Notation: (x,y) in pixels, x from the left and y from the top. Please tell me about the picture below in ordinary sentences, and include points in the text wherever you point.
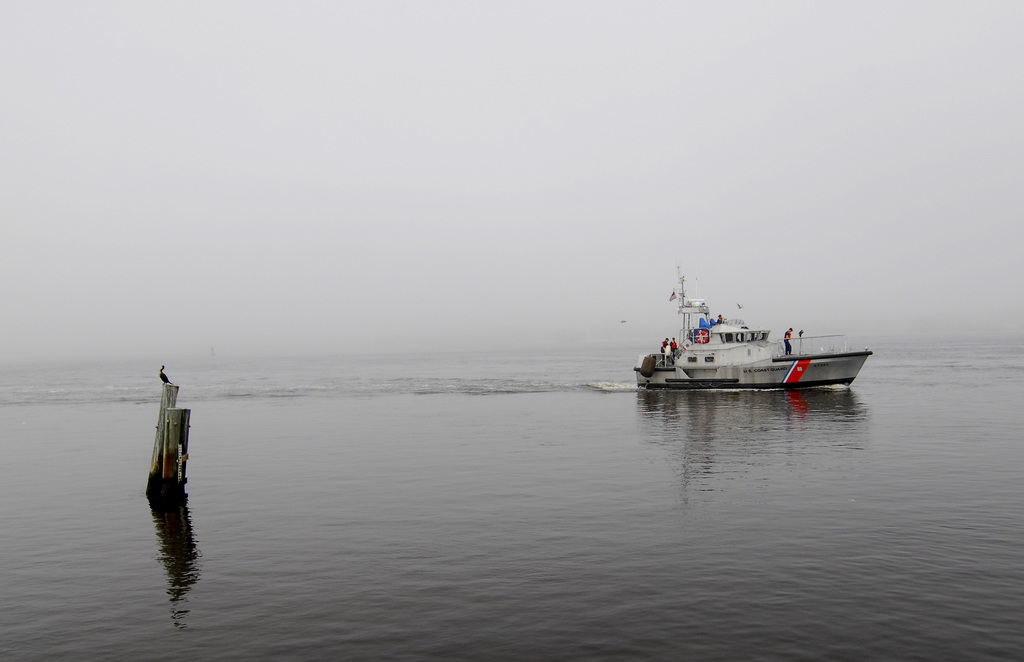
In this image, we can see few people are sailing a boat (735,382) on the water (548,542). Here we can see poles (172,442). There is a bird (165,375) on the pole (159,444). Background (1004,124) there is a sky (408,309).
